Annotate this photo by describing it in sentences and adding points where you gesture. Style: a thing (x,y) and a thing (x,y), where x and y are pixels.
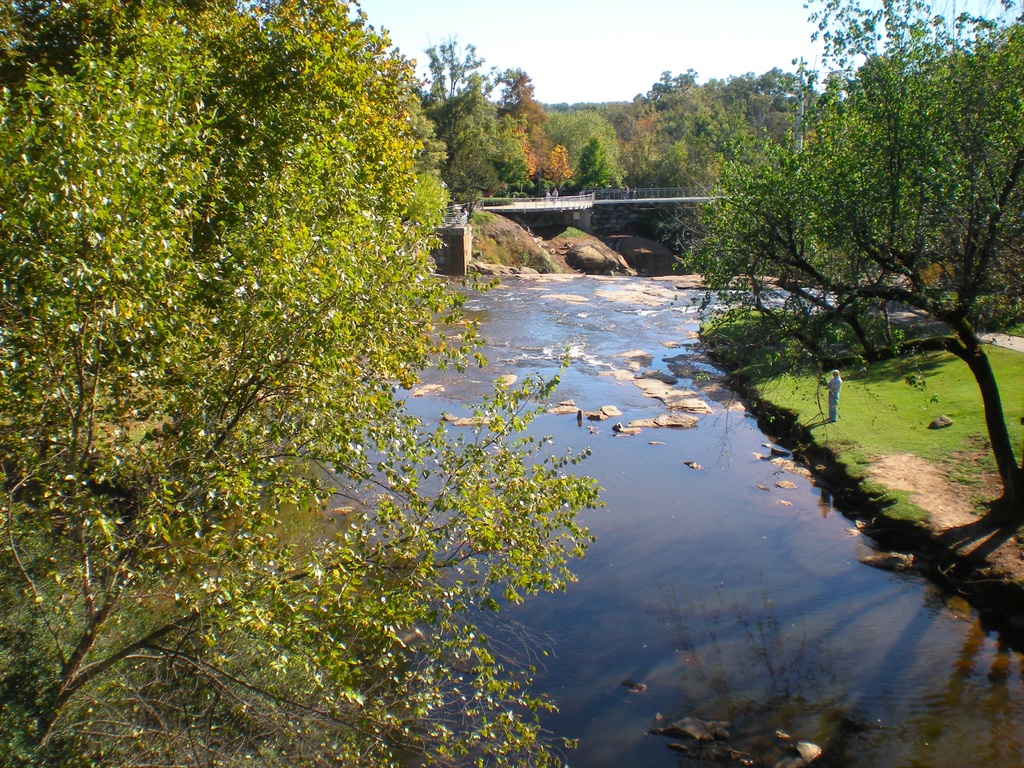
In the center of the image (645,291) we can see bridge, rocks (617,240), trees (695,239), a person (837,378) is standing, grass (903,370), ground (895,381). At the top of the image (617,40) there is a sky (613,29). At the bottom of the image (684,625) there is a water (678,631).
